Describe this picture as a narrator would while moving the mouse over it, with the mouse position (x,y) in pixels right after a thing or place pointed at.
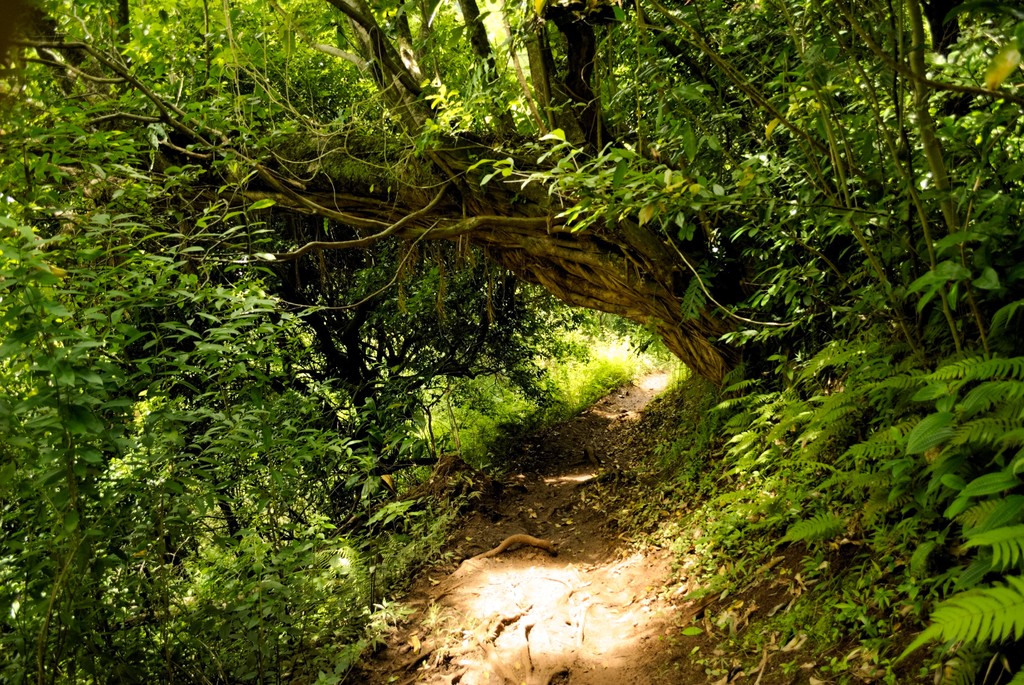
There is a path (558,522). On both sides of this path (529,605), there are plants (761,389) and trees (870,144). In the background (607,242), there is a big tree (638,234) on the hill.
